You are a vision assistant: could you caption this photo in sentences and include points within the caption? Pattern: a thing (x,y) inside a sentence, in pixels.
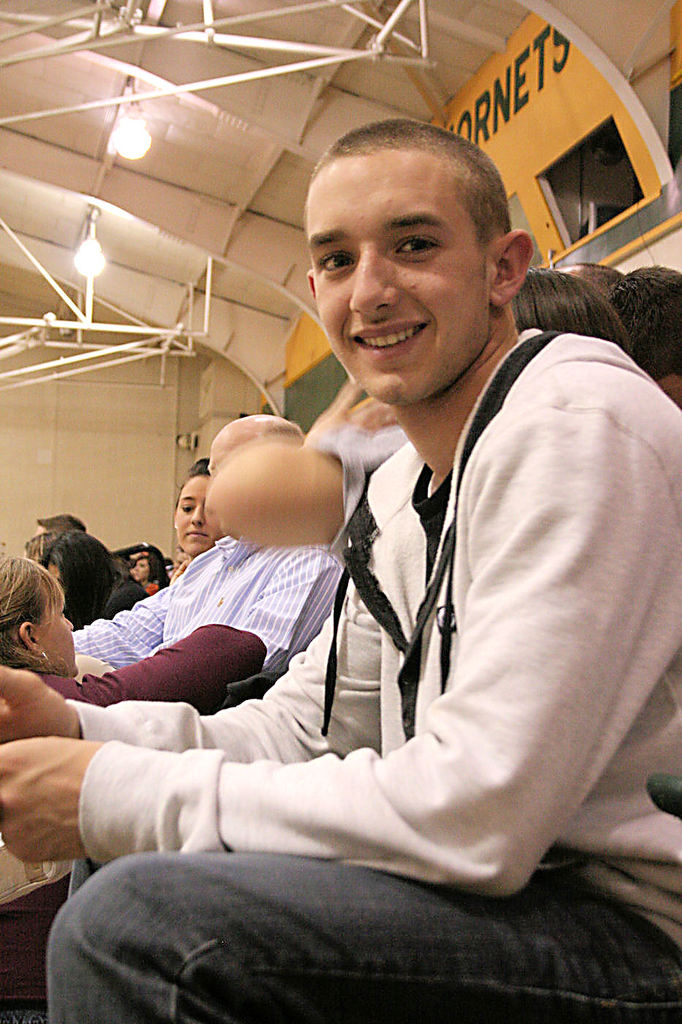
This picture describes about group of people (338,654), they are seated, in the right side of the given image we can see a man (409,320) he is smiling, and also we can see few lights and metal rods (30,323).
